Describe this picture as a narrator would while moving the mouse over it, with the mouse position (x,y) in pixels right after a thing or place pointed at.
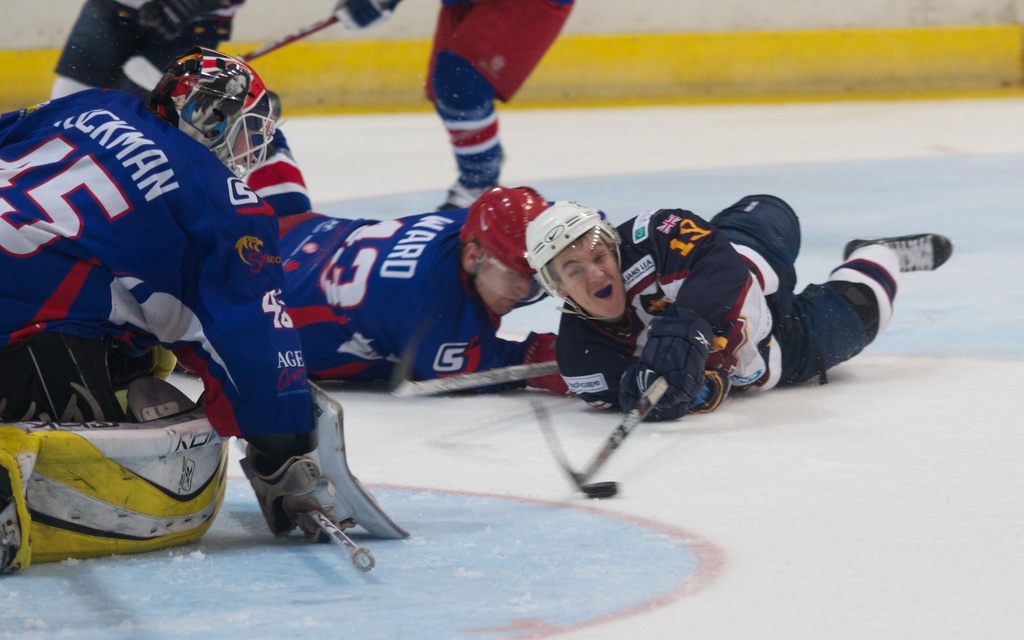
In this image, we can see a few people (700,306) who are wearing different costumes (803,352) and are lying on the ground (628,446). They are holding hockey bats (607,448).
